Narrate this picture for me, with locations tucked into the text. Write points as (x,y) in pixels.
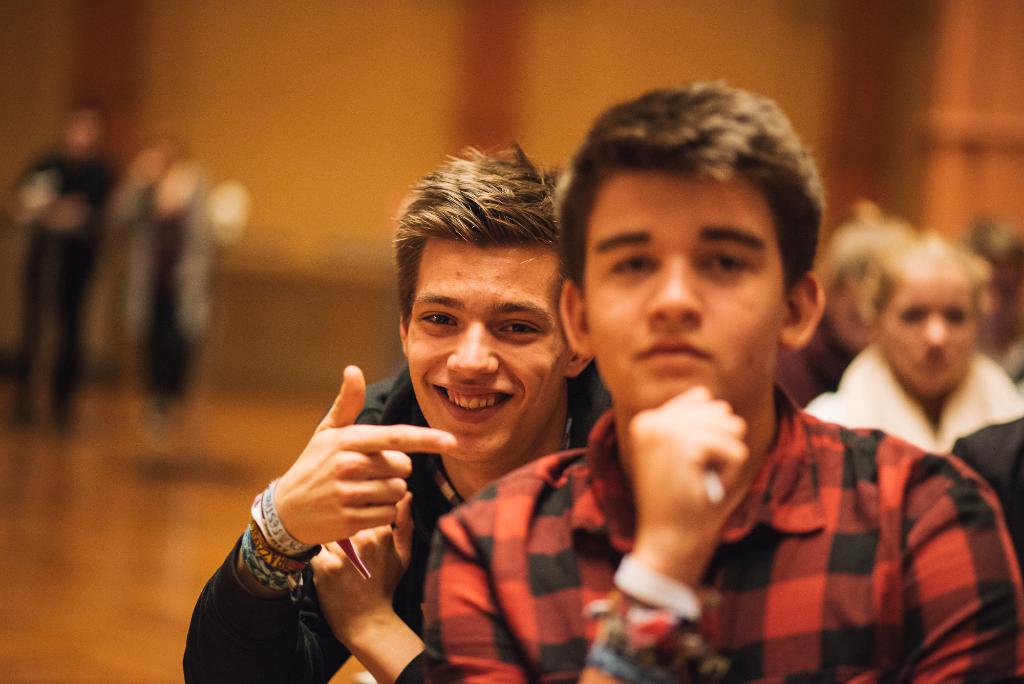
In this image I can see a person (619,635) sitting in the front (494,558), wearing a red and black checked shirt (571,628). There is another person (497,405) behind him, he is smiling and showing his index finger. The background (417,10) is blurred.
